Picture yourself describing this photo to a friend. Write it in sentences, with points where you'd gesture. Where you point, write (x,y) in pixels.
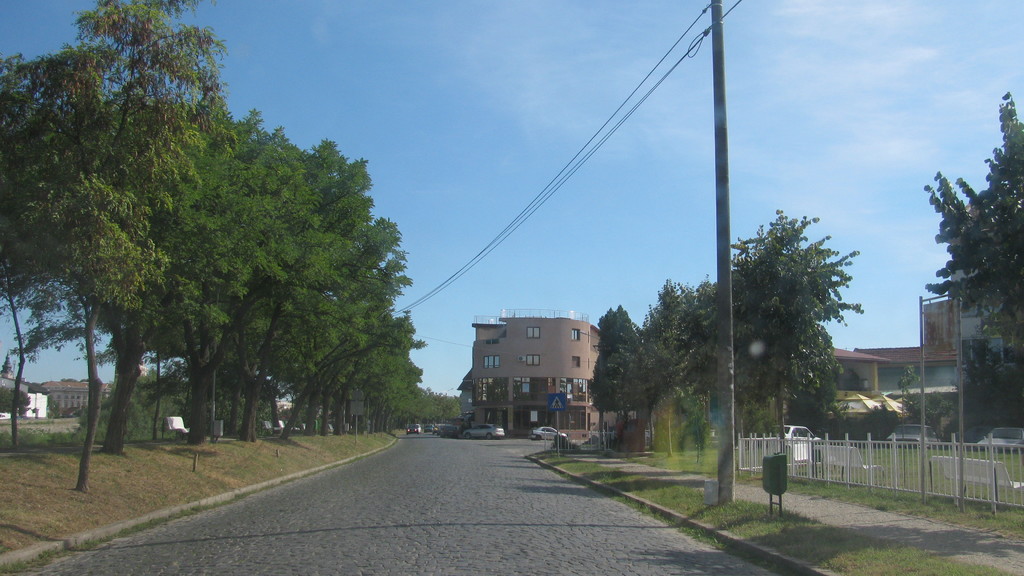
In the image we can see there are many vehicles (532,435). This is a road (487,487), grass (797,530), fence (845,464), electric pole (721,289), electric wires (644,94), trees (297,315), benches (967,471), buildings (524,370), windows (525,384) of the buildings (529,354) and a pale blue sky (342,124).
